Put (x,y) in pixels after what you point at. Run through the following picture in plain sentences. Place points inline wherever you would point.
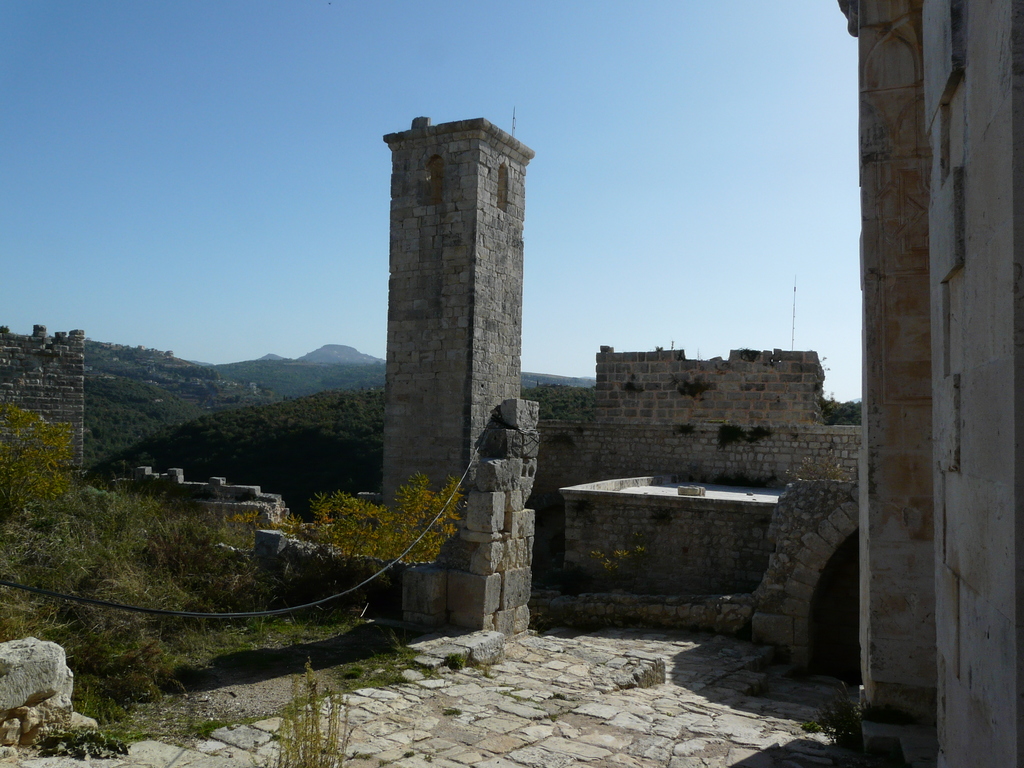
This picture is clicked outside. In the foreground (128,671) we can see the green grass (108,648) and the plants (115,662). In the center (656,396) we can see the towers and some buildings (572,433). In the background (651,339) we can see the sky (677,152), hills (361,376) and some other objects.
